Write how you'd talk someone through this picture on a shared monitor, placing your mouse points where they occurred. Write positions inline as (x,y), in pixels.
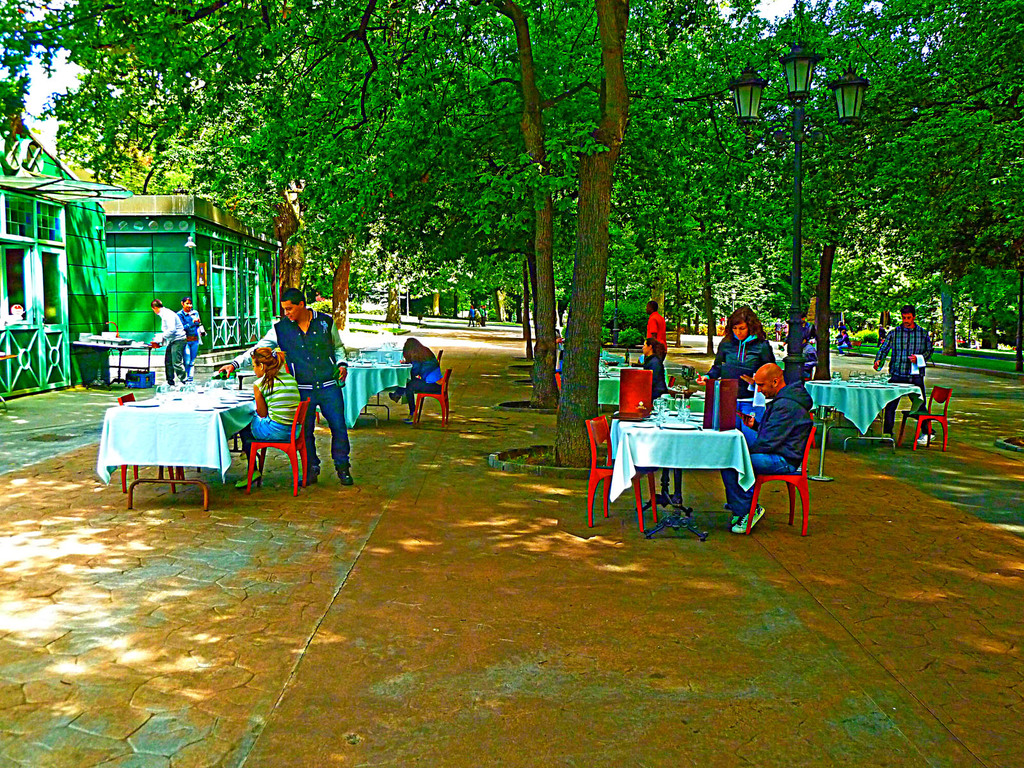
In the center of the image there are people (748,356) sitting on chairs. To the left side of the image (38,216) there is a house (167,233). In the background of the image (480,258) there are trees (773,73). There is a light pole (749,77). At the bottom of the image (396,714) there is floor (431,748).
